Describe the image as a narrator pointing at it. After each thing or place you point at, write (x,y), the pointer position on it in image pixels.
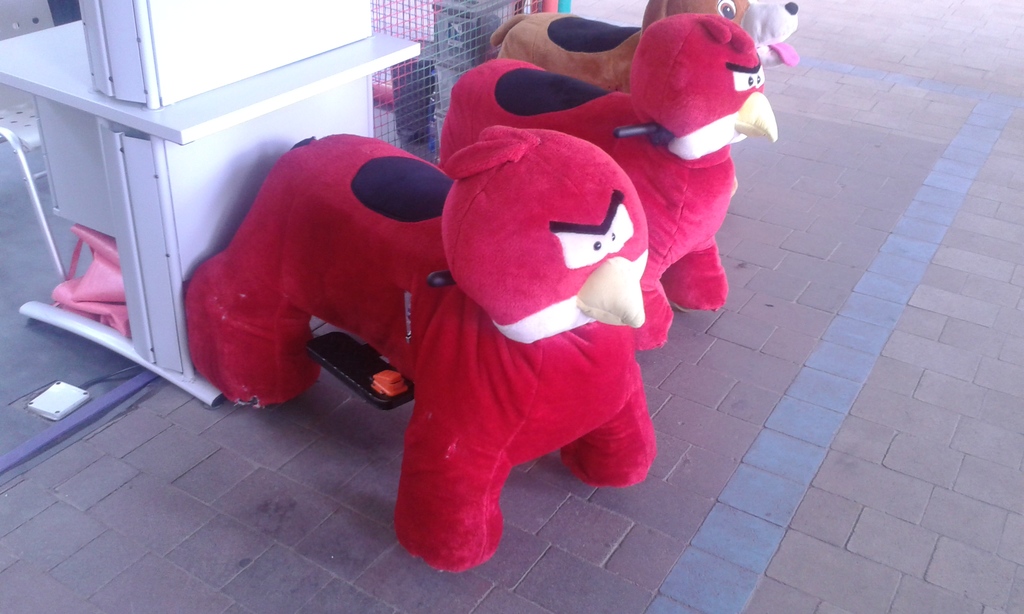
In this image we can see toys (670,315) and pavement (397,547). On the left side of the image (142,201), we can see a white color object (106,173). At the top of the image (408,82), we can see the mesh (408,80). Behind the mesh (408,80), there are some objects (408,82). We can see a chair (34,138) in the top left of the image (21,118).
